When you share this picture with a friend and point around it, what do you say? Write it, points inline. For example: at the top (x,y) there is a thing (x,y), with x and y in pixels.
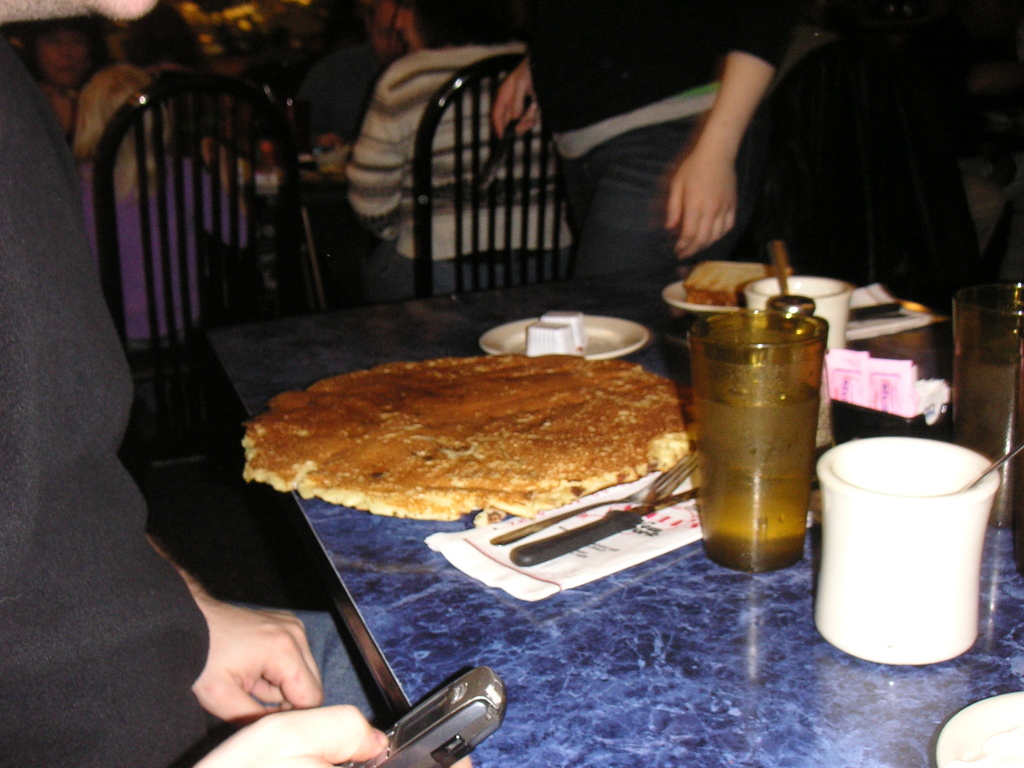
In this image, we can see food (506,423), plates (599,353), glasses (753,323), cups (918,507), spoons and a fork (645,498) and some other objects (679,497) are on the table (585,601). In the background (314,128), we can see people (381,96) sitting on the chairs (112,247) and a person (629,134) standing and there is a person (326,717) holding an object (398,733).
